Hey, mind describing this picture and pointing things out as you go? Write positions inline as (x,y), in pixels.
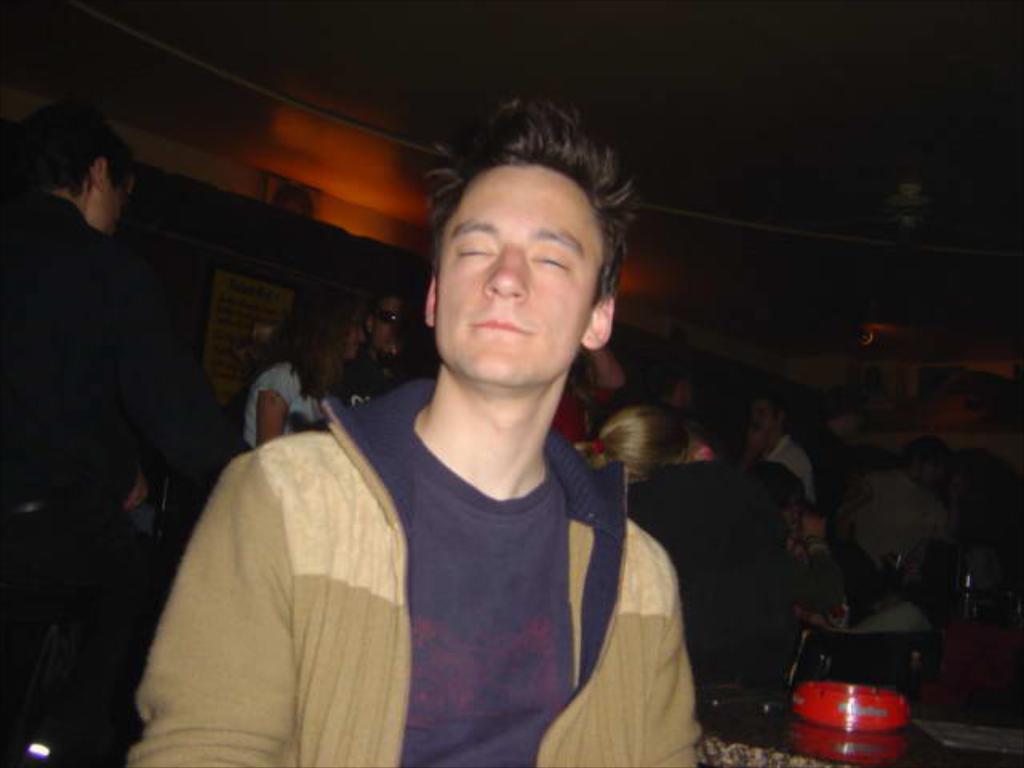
In this image, in the middle (504,485), we can see a man (560,473) wearing a jacket (572,763). In the background (753,417), we can see a group of people (987,497). In the right corner (827,728), we can see a table (782,754), on the table (763,754), we can see a red object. In the background (443,111), we can also see black color and a light (917,206).
